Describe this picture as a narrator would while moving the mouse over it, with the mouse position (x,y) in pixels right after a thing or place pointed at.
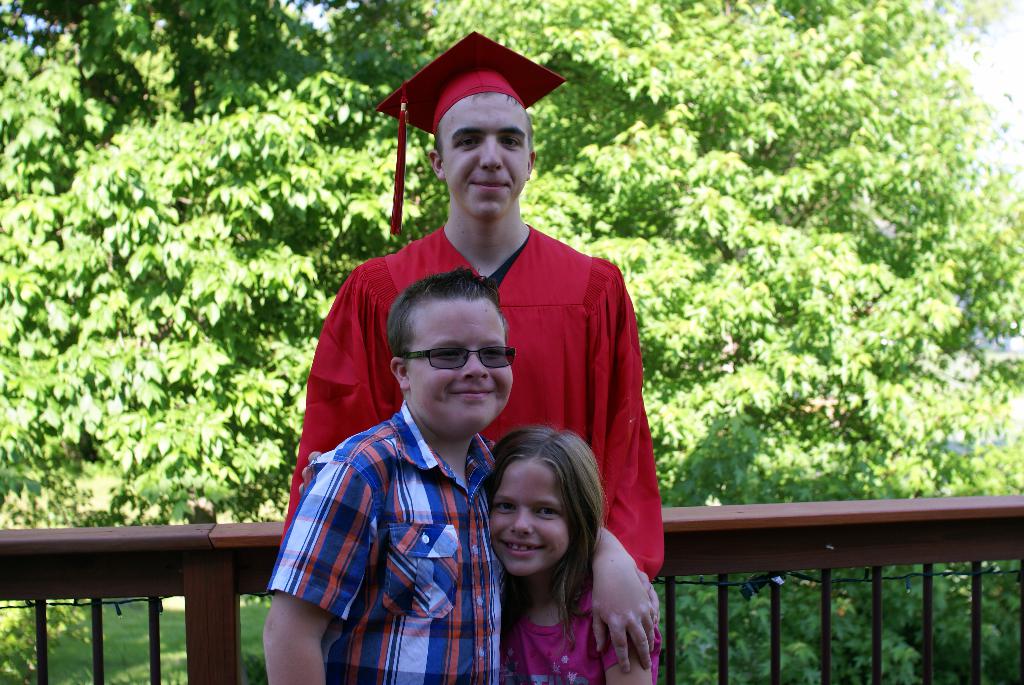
In the center of the image (356,319) a man (499,271) is standing and wearing a graduation day clothing (562,340) and hat (478,86). In the background of the image (838,268) tree (716,296) is there. At the bottom of the image (720,646) we can see grills (824,590), wire (882,581), lights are present. A boy (484,502) and a girl (514,576) are standing in the center of the image (436,358).
